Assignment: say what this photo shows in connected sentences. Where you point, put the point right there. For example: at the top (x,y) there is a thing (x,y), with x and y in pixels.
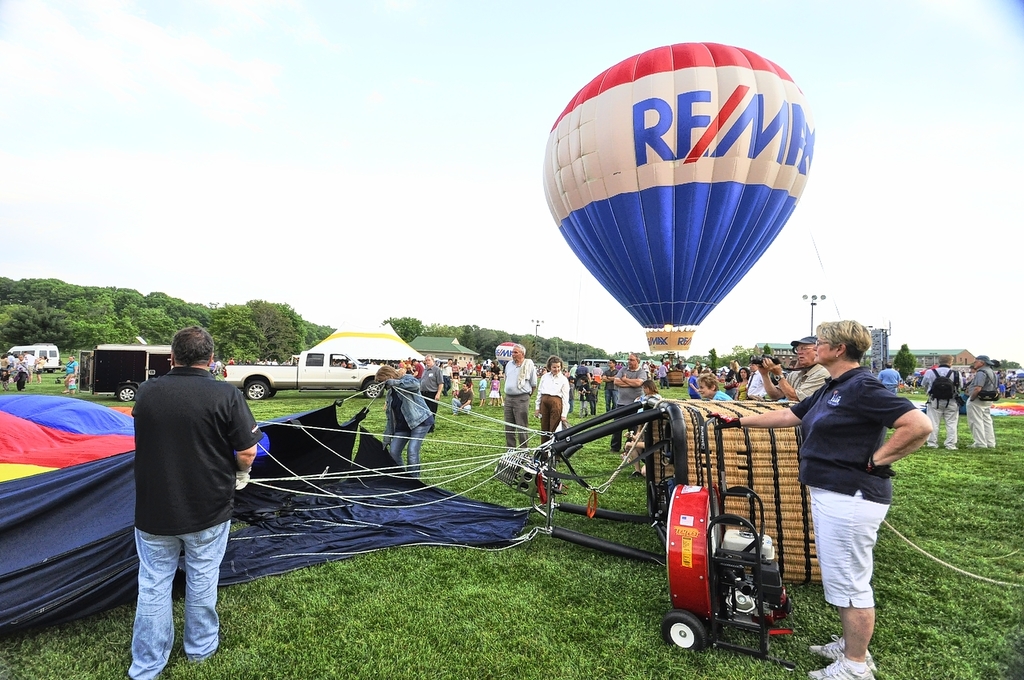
In this image there is grass (449,624) at the bottom (396,635). There are vehicles (80,368), people (30,364) and trees (252,313) on the left corner (127,358). There are people (981,413), buildings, pole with lights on the right corner (973,435). There are people (858,518) and there is a hot air balloon (811,542) in the foreground (651,467). There are people (411,389), vehicles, hot air balloons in the background (640,383). And there is sky (776,319) at the top (531,201).
